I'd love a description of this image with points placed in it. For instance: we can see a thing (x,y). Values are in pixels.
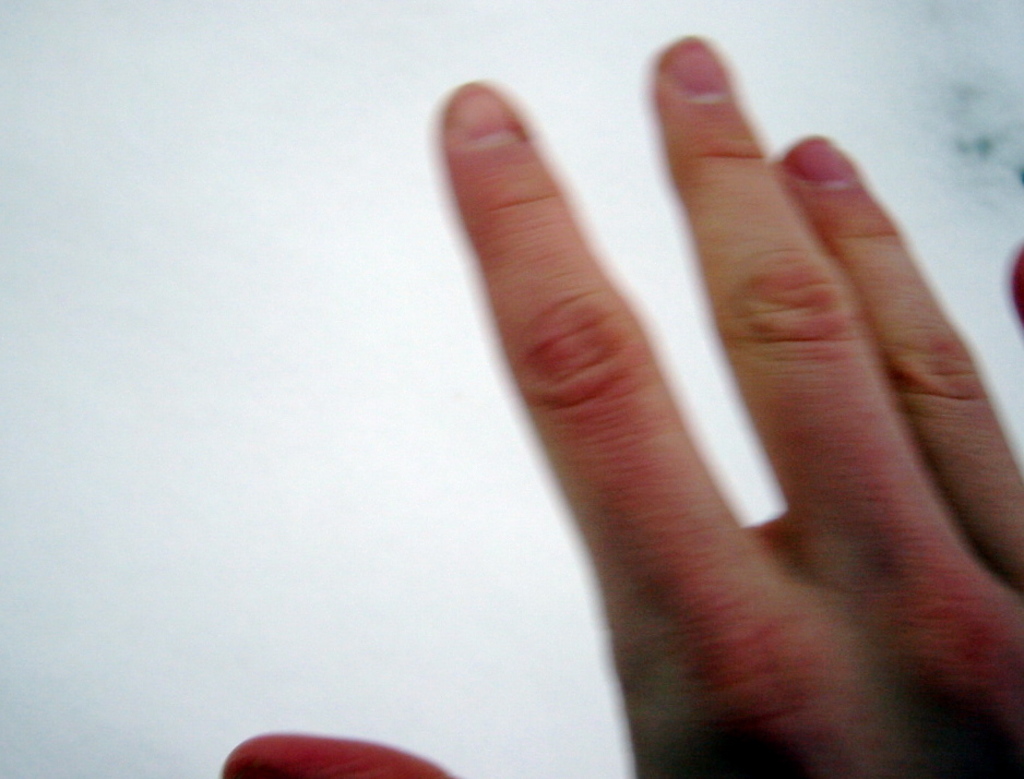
In this picture we can see a person's hand (768,571). Behind the hand (721,265), there is the white background (174,562).
